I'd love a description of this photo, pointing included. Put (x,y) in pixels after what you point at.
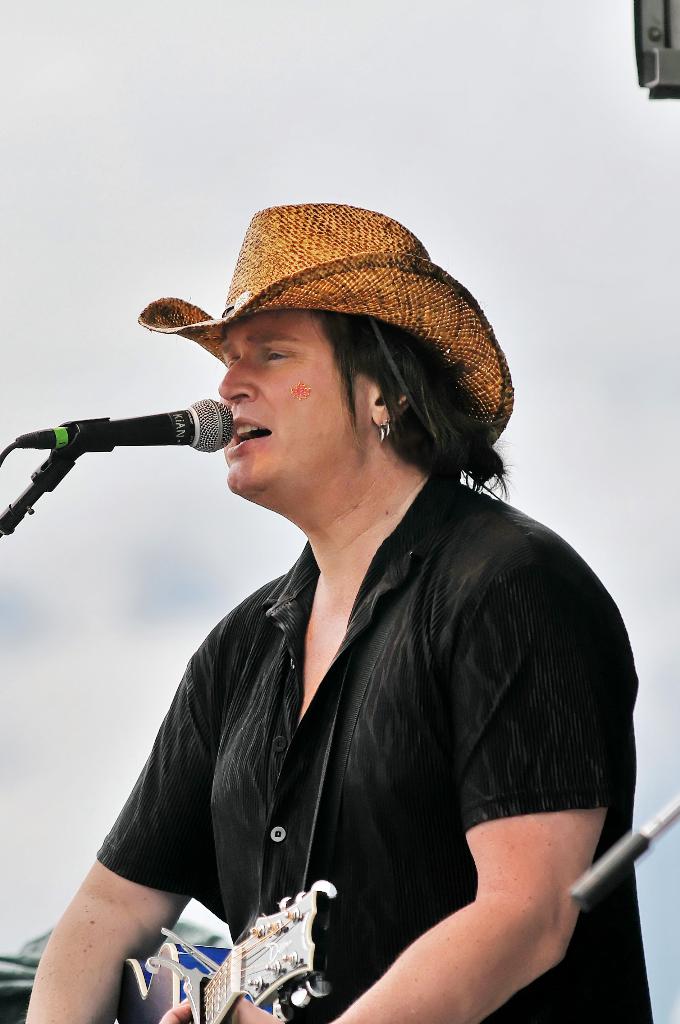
In this image we can see a person (412,688) wearing a black shirt (377,758) and hat (290,259), holding a guitar (231,983). In front of this person (336,517) there is a mike (81,454). In the background (403,126) there is a sky (659,604).
